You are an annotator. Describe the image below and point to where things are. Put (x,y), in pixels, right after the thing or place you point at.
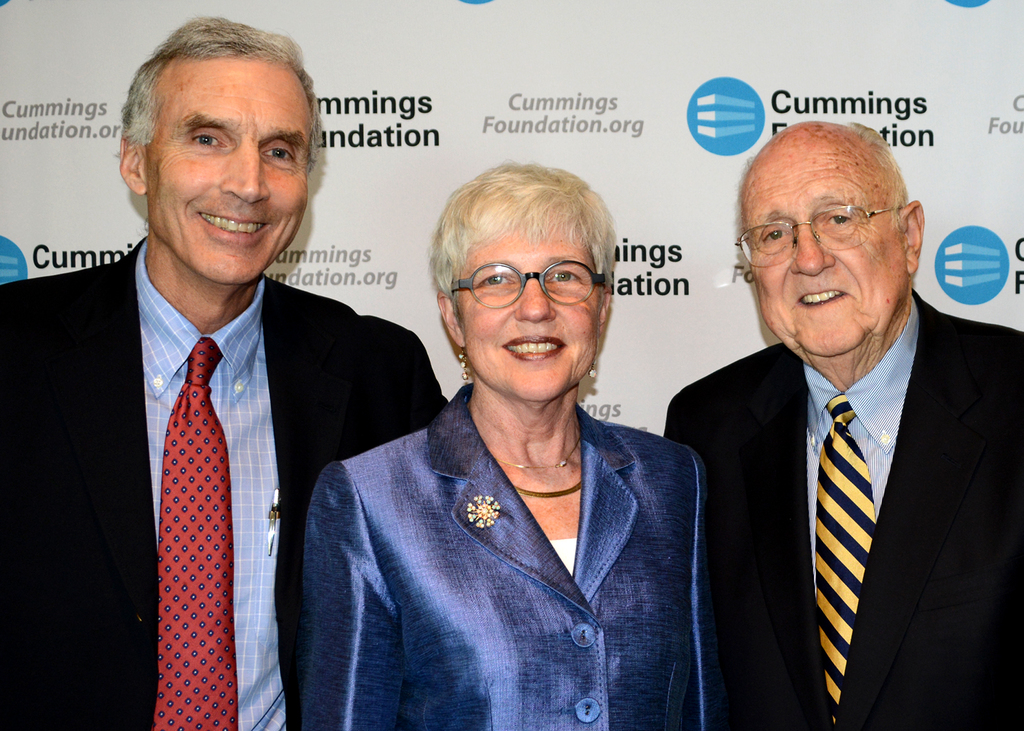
In the picture we can see two men (1005,714) and a woman (462,668) standing, and the woman (611,670) is standing in the middle of them and men (49,619) are wearing blazers (972,626), ties (231,656) and shirts (249,654) and woman (450,550) is wearing a blue coat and they are smiling and behind them we can see a board (48,70) with a brand names (624,124) on it.
